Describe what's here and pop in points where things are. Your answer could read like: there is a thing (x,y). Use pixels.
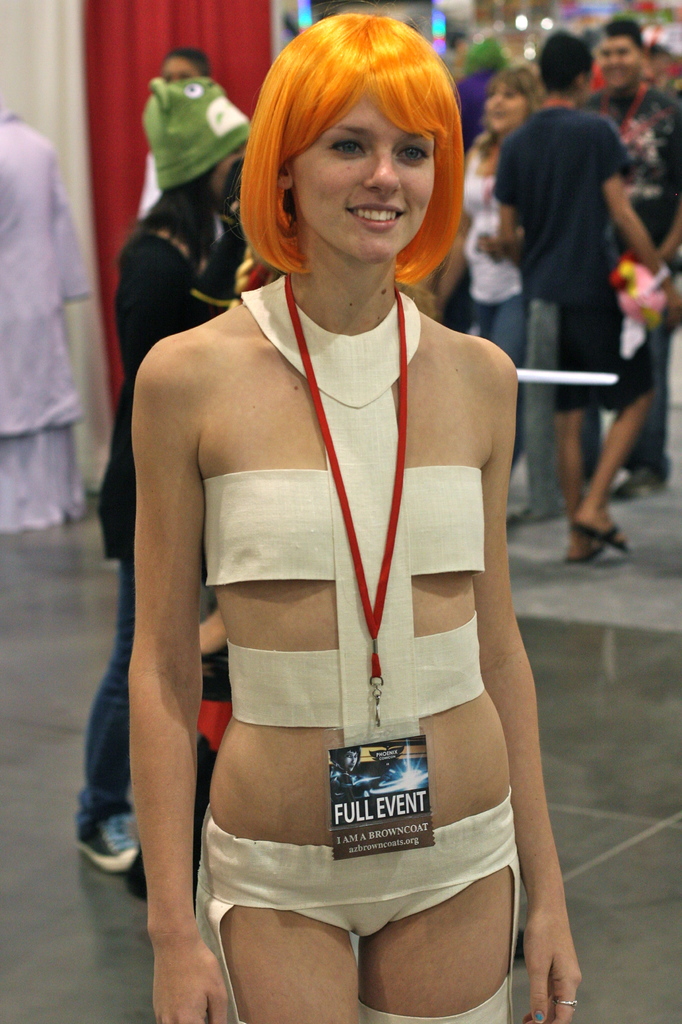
In this picture I can see there is a woman (456,816) standing, she is wearing a ID card (377,822) and a white dress (263,704), she is smiling and there are few people (506,125) standing and there is a red color curtain (125,91) in the backdrop (243,40).
